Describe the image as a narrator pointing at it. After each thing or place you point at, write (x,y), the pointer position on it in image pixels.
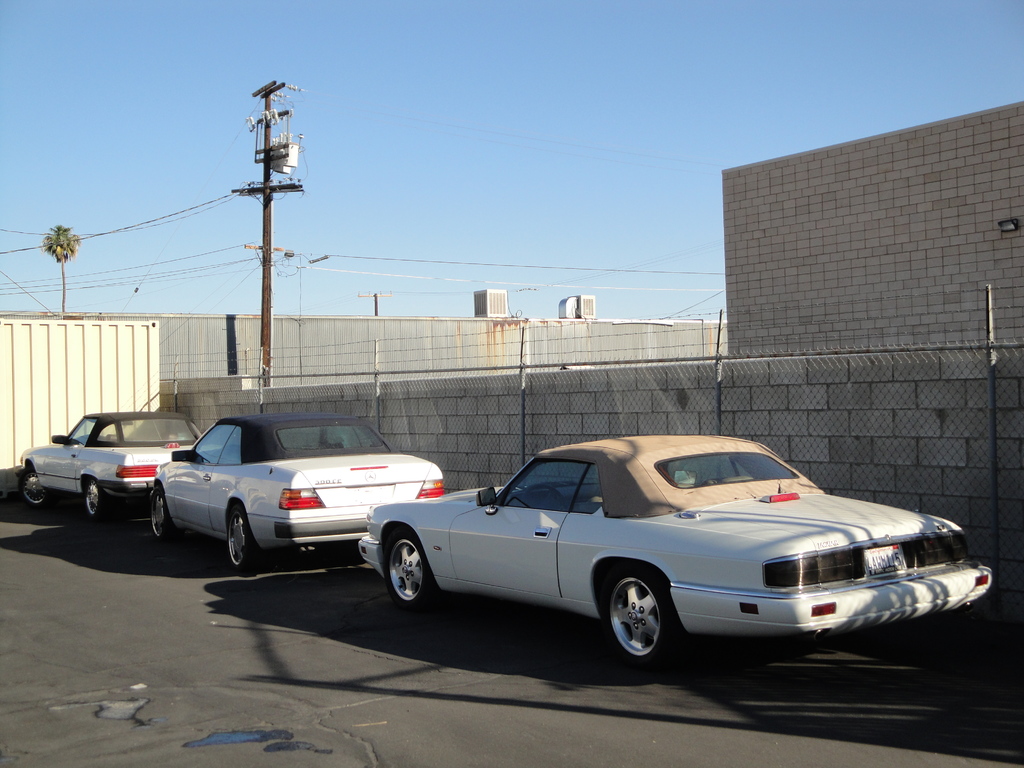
This is an outside view. Here I can see three cars (260,516) on the road (153,609). In the background (141,382), I can see the walls (585,381). On the left side (66,244) there is a tree (69,256) and also I can see a pole (265,248) along with the wires (167,260). At the top of the image (504,84) I can see the sky (448,100).
